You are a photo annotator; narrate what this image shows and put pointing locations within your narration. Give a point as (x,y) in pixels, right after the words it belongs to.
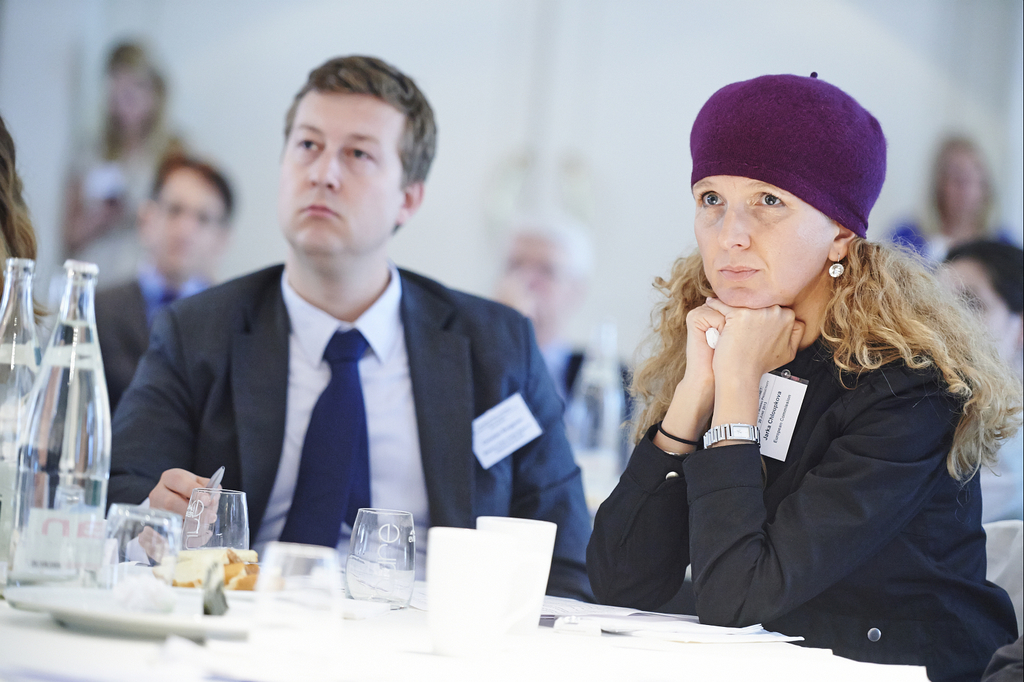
This Image is clicked in a meeting. There is a table (603,650), there are two bottles (32,494) on the left side (49,531) on the table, there are glasses (186,524) on the table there are tissues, plates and a book (586,616) on the table (662,639). There is a man (351,131) and woman (713,334) sitting. Woman (783,429) is sitting on the right side (907,429) and man (457,333) is sitting on the left side (296,323). Man (315,335) is wearing black color blazer (423,400) and blue color tie (349,431), women (841,413) is wearing black color dress (922,493) with violet color hat (867,148), she is also wearing earrings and watch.
